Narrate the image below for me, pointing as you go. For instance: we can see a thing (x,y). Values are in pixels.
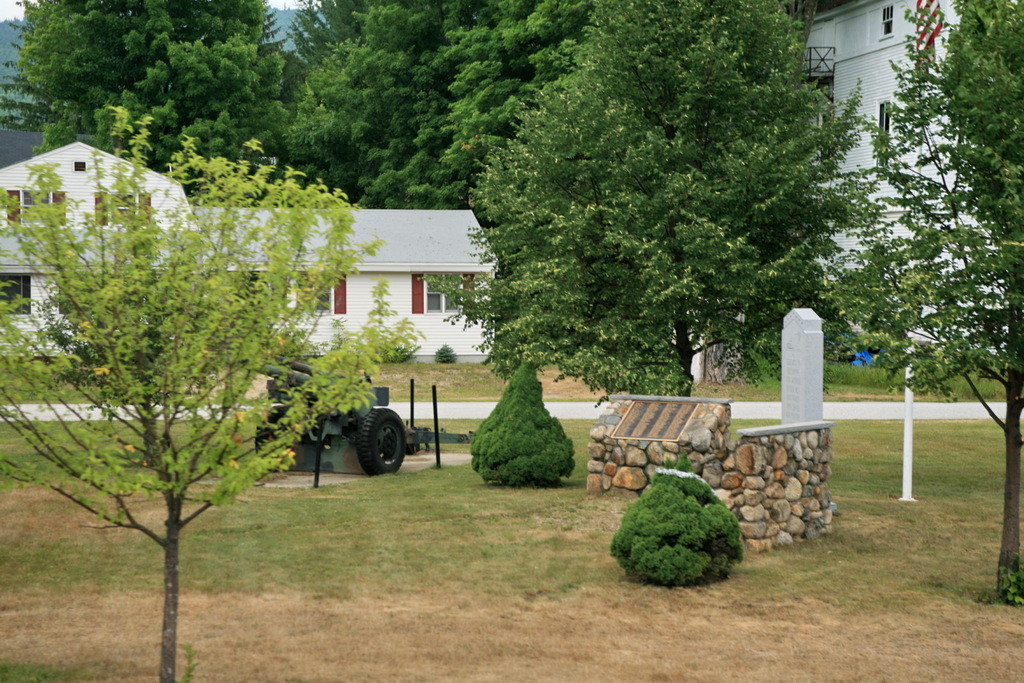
At the bottom of the picture (477,594) I can see grass (389,479), vehicle (386,459) and plants (666,527). On the left (101,375) and right side of the image (767,287) I can see trees (117,299). Behind the image I can see two houses (396,246) and a group of trees (373,128).
